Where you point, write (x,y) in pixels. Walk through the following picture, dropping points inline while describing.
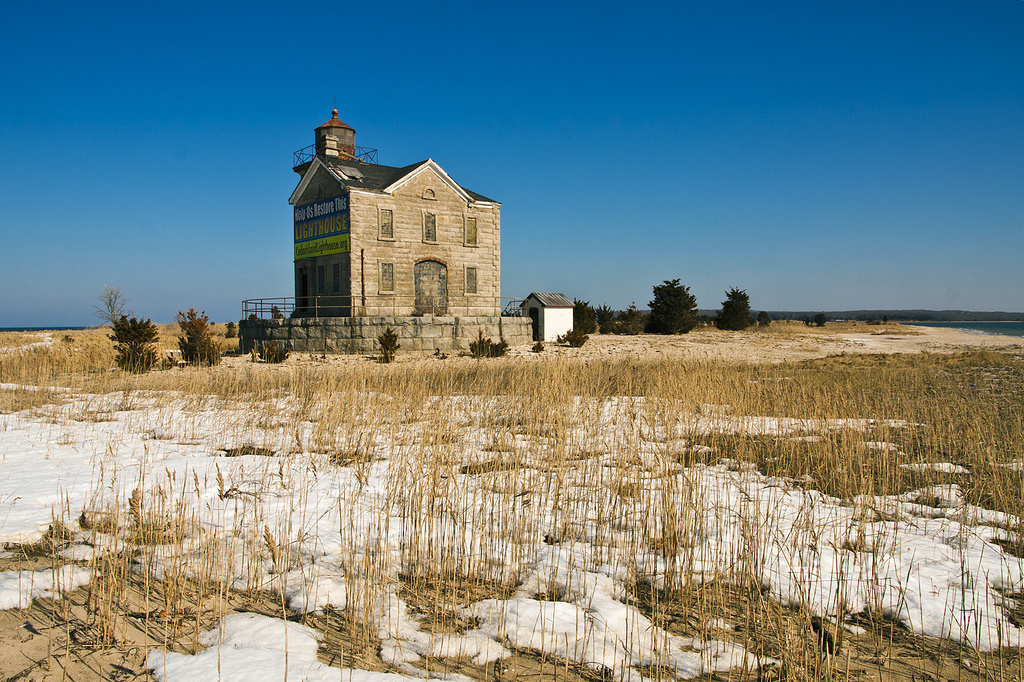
In this image there is a building (369,290) surrounded by a wall (402,324) which is having a fence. Beside the building (398,309) there is a house (547,329). There is some grass (562,444), plants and trees (697,310) on the land (532,578) which is covered with snow (261,655). Top of the image (800,71) there is sky (664,133).
